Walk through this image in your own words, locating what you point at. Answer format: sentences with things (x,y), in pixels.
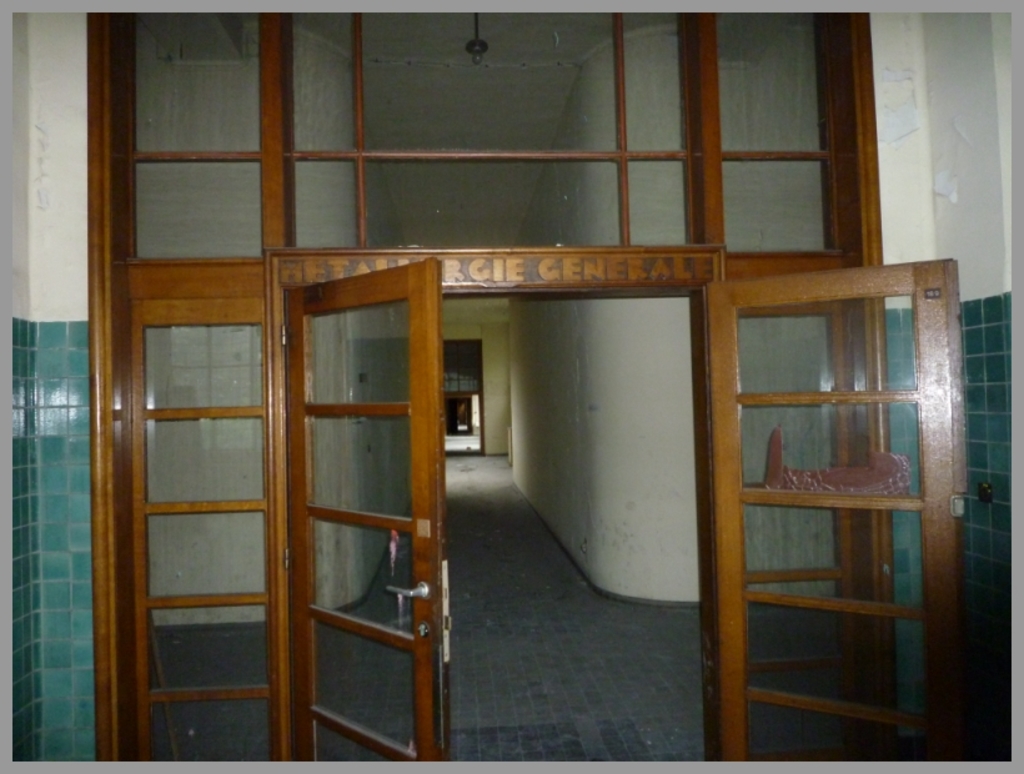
In this image, we can see there is a building (207,35) which is having glass doors (941,562) and windows (259,186). These glass doors (337,488) are opened. In this building (551,538), there is a floor (546,543). On both sides of this floor (563,571), there is a wall (680,347). Above the floor (523,627), there is a light (481,44) attached to the ceiling (475,76). In the background (467,371), there are other doors (449,430).
